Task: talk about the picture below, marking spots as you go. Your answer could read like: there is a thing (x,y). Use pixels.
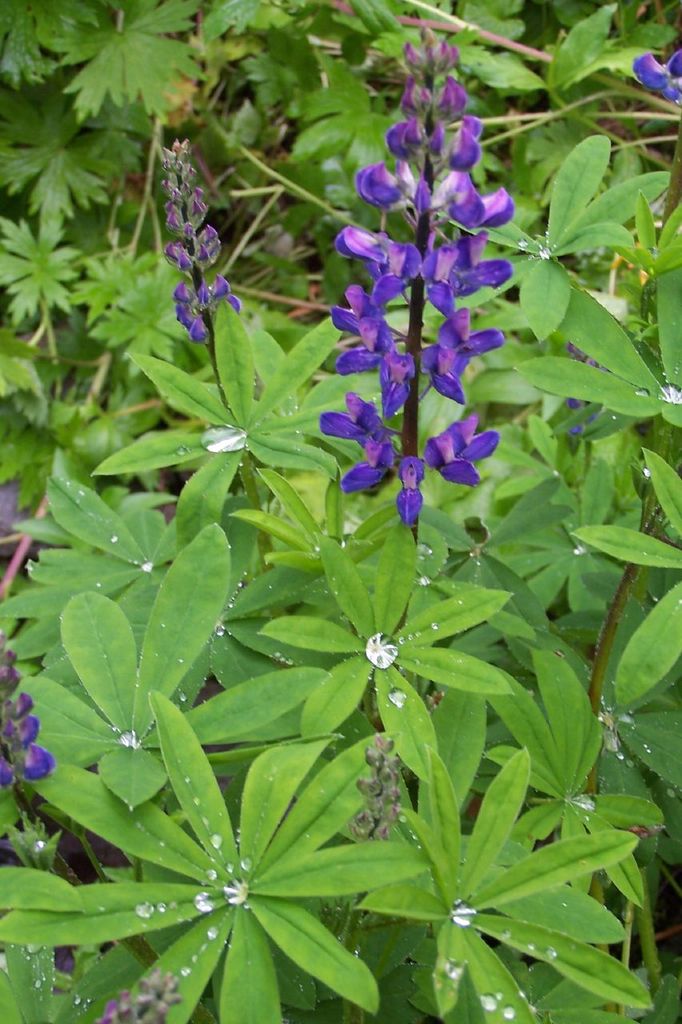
In this image I see the plants (339,301) and I see the water droplets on few leaves (333,541) and I see the flowers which are of violet in color.
